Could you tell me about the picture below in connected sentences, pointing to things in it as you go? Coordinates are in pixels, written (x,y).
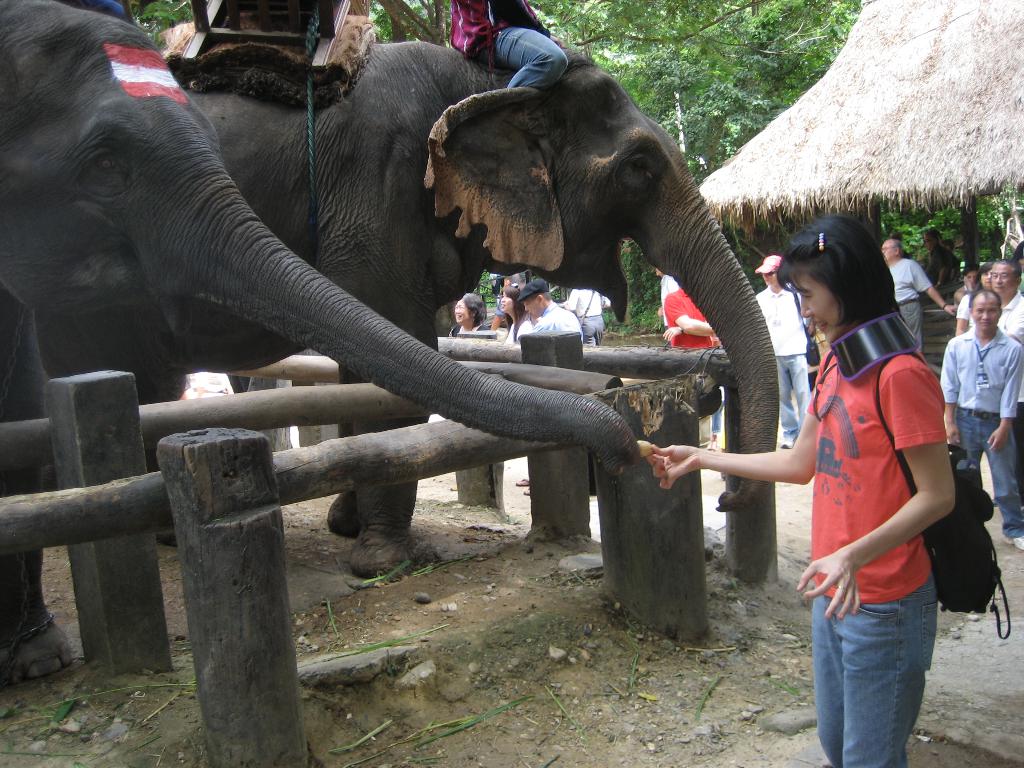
In this image we can see persons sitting on the elephants (60,137) and some are standing on the ground (579,664). In the background (723,137) we can see trees (767,121) and huts (863,139).
